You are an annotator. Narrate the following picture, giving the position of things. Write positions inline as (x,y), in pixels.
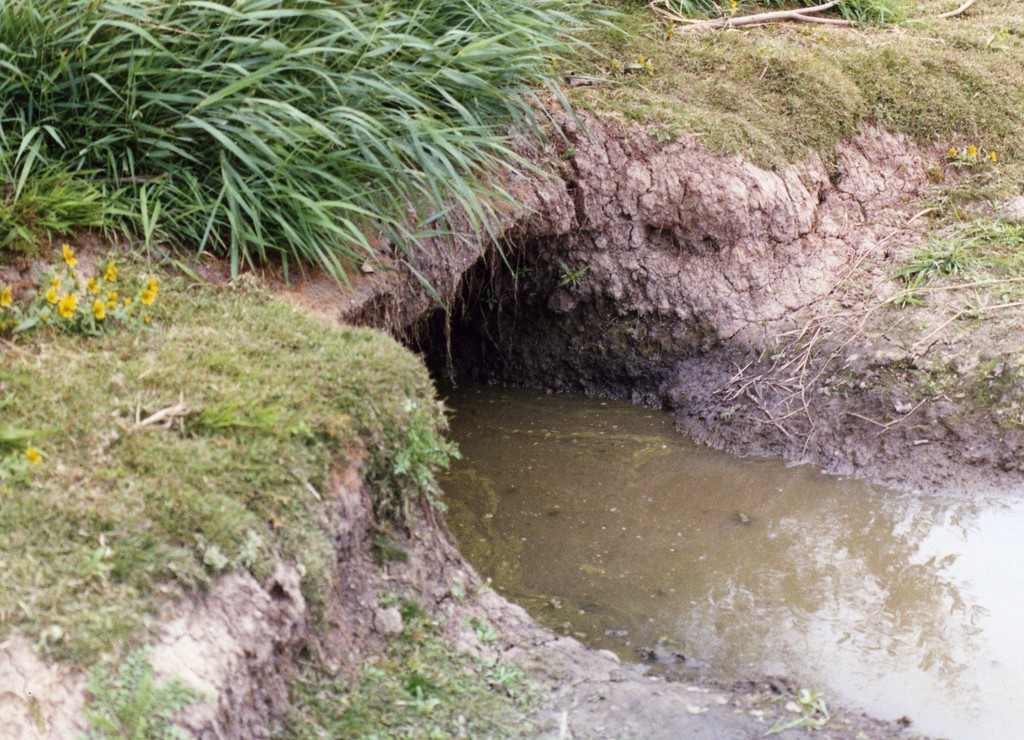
In this image, we can see a canal (673,473). There are plants (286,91) in the top right of the image (723,114).
